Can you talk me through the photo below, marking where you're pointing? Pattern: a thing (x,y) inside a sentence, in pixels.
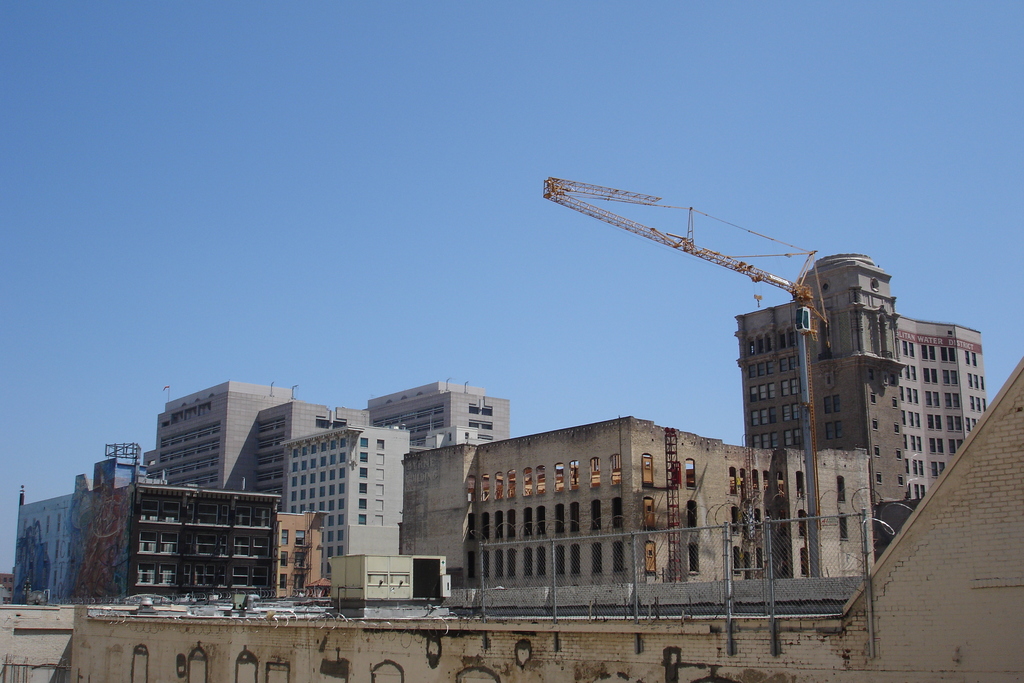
In the middle (505,433) there are big buildings (497,433), on the right side (816,327) there is the crane (808,357). At the top (325,130) it is the sky (305,197).
